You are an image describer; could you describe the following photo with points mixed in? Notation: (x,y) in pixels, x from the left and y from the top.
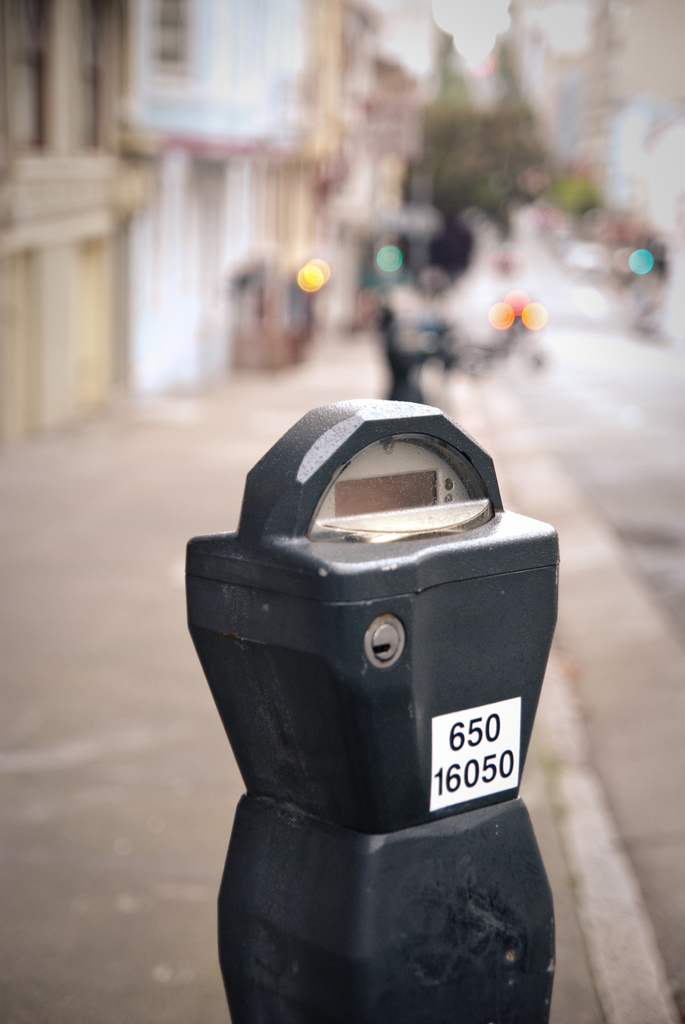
As we can see in the image in the front (484,840) there is a black color box (434,712). In the background (574,104) there are trees (504,156) and buildings (326,161). The background (337,157) is little blurred.
